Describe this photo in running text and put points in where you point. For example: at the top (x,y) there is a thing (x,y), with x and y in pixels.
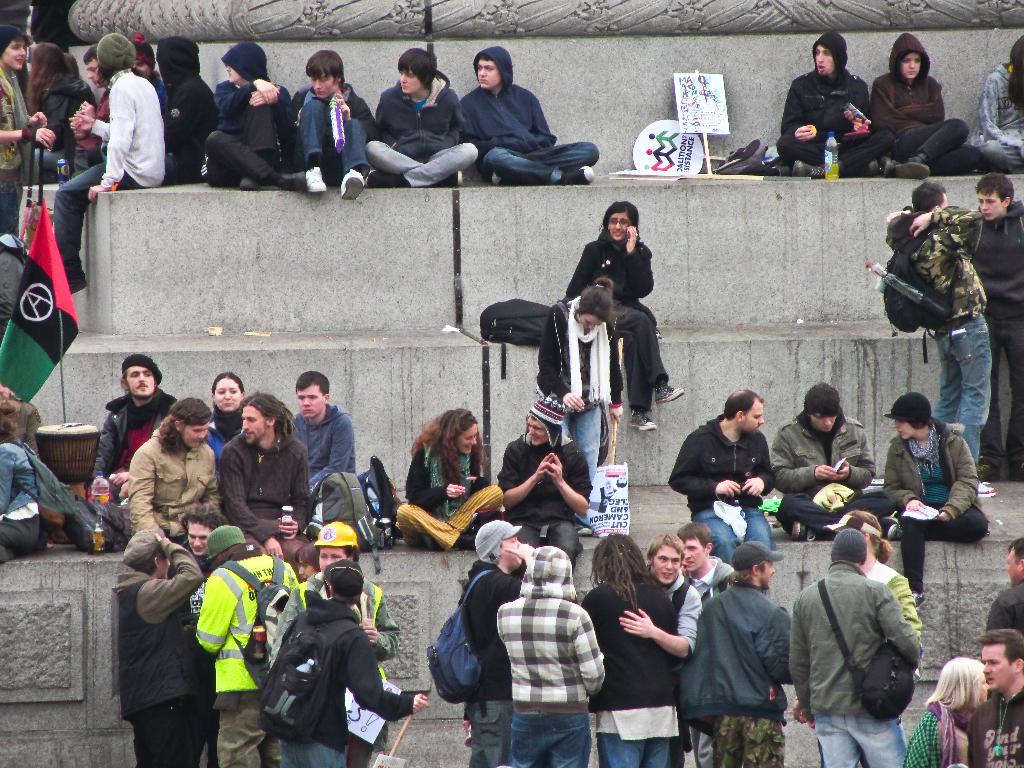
In this image we can see people (296,136) sitting on the stairs (300,272) and some of them are standing. We can see boards (700,148) and bottles (99,529). There are bags (363,491) and we can see a flag (51,289).
